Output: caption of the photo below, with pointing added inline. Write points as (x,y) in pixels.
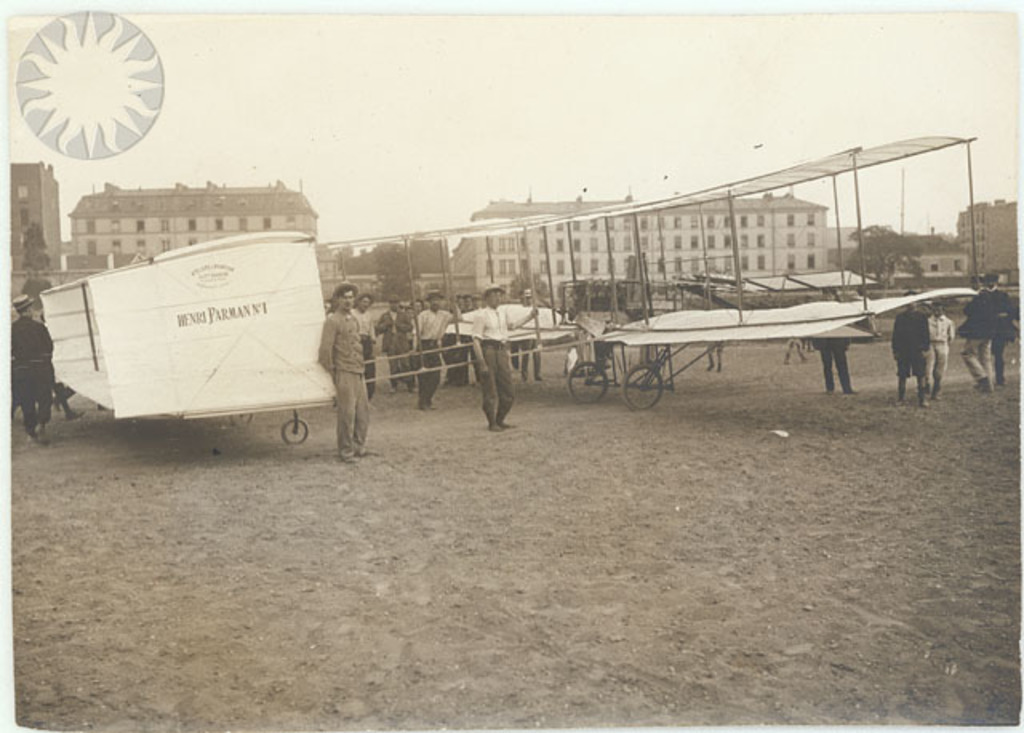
In this picture I can see the aircraft (488,253). I can see a number of people (496,361) standing on the surface (610,492). I can see the buildings (303,219) in the background (218,233). I can see trees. I can see clouds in the sky (469,131).
